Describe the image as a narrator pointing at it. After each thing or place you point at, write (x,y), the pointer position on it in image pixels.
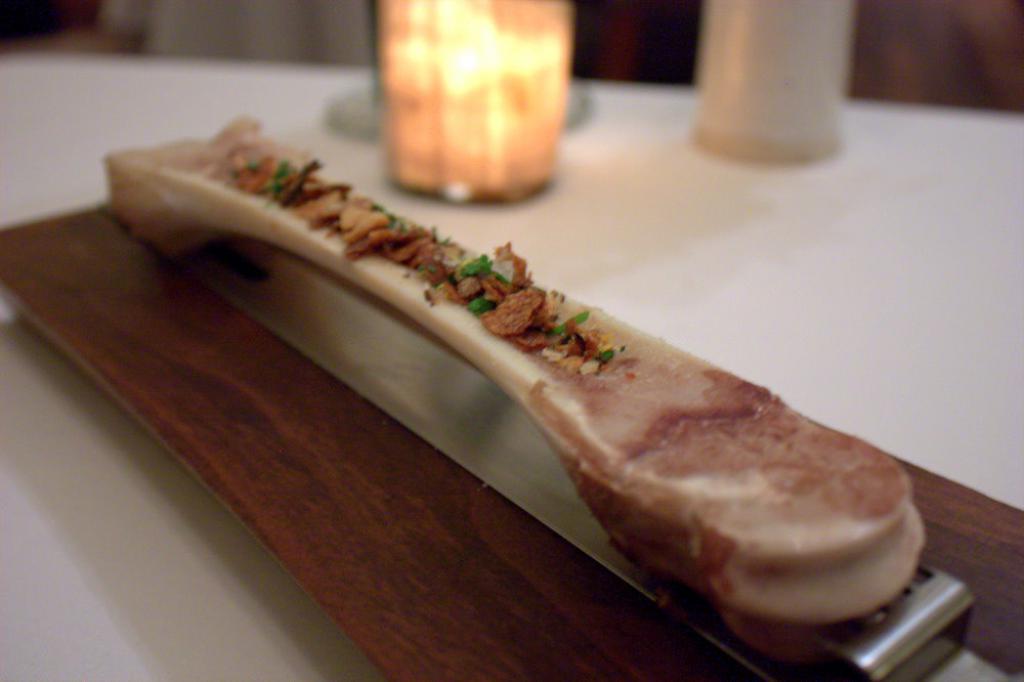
It's a food item (660,408) on a wooden board (366,506).
